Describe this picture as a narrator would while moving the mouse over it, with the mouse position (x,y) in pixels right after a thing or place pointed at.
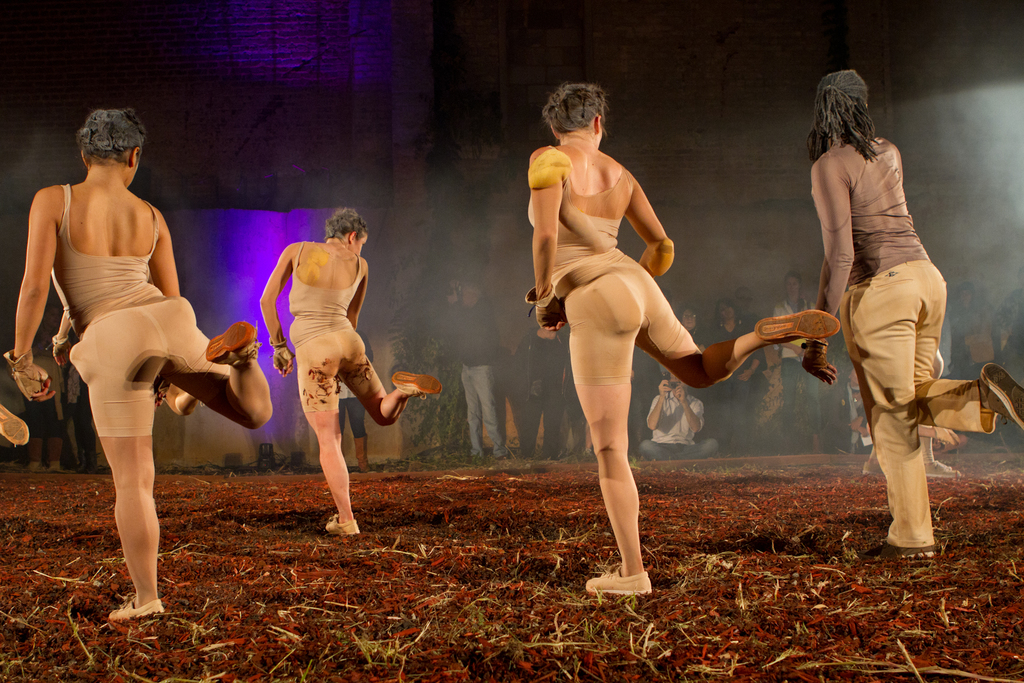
In this picture there are four women (248,401) who are dancing. In the back (688,421) I can see the photographer (671,415) who are sitting on the ground (664,460). Beside him I can see many people (526,350) who are standing near to the wall (684,278). On the right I can see the light beams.
